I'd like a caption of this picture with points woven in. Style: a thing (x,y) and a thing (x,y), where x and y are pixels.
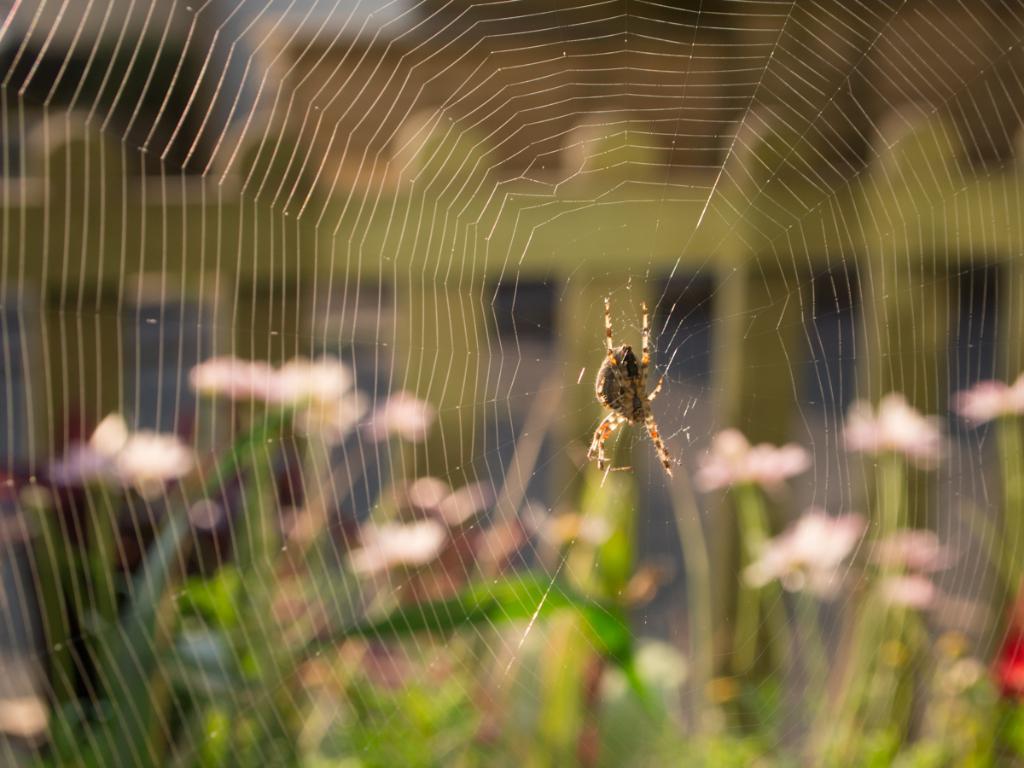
In this image I can see a spider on a web (683,409). The background (568,682) is blurred.
